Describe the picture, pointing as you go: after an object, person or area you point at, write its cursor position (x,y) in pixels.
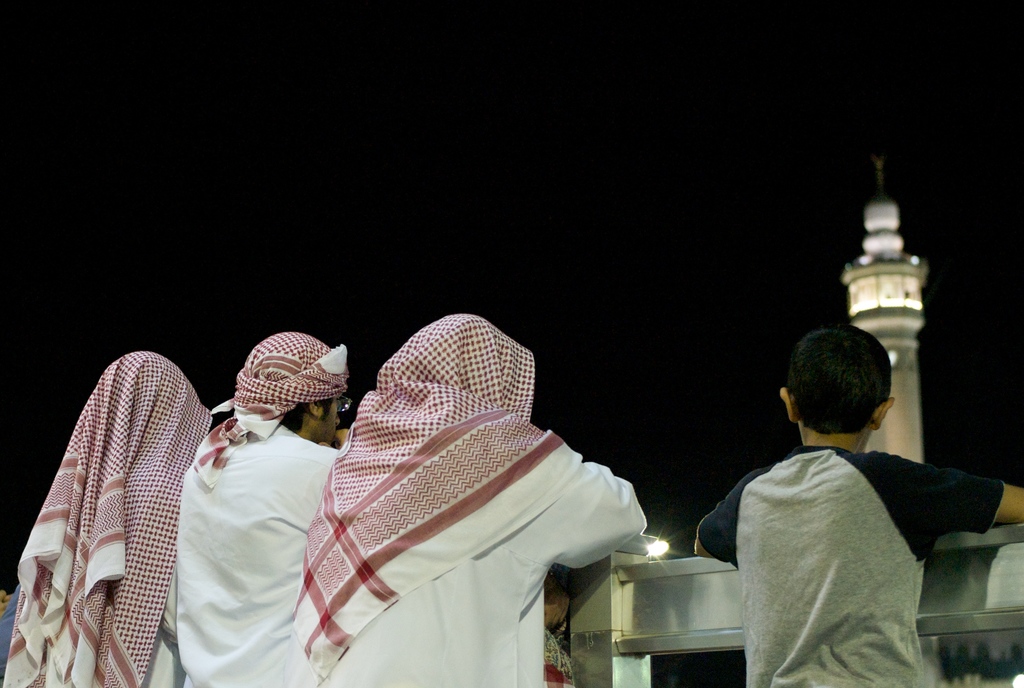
In this image I can see the group of people (273,503). In-front of these people (765,621) I can see the railing (732,631). I can see the tower (898,395) and the black background (584,59).
